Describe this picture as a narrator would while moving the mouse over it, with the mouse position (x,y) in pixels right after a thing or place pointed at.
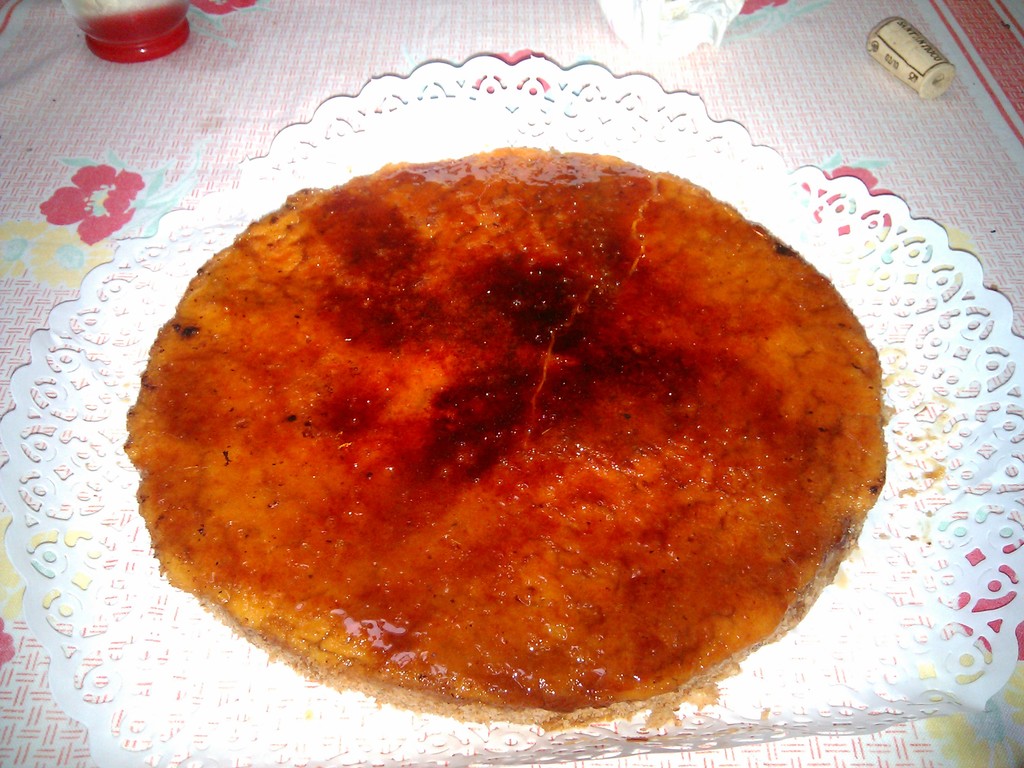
The picture consists of a dining table (710,74). In the foreground of the picture (564,402) there is a food item (553,466) in a plate (834,626). At the top (146,44) there are cloth (685,35), cork (891,55) and a container (135,24). The table (217,57) is covered with cloth (848,138).
